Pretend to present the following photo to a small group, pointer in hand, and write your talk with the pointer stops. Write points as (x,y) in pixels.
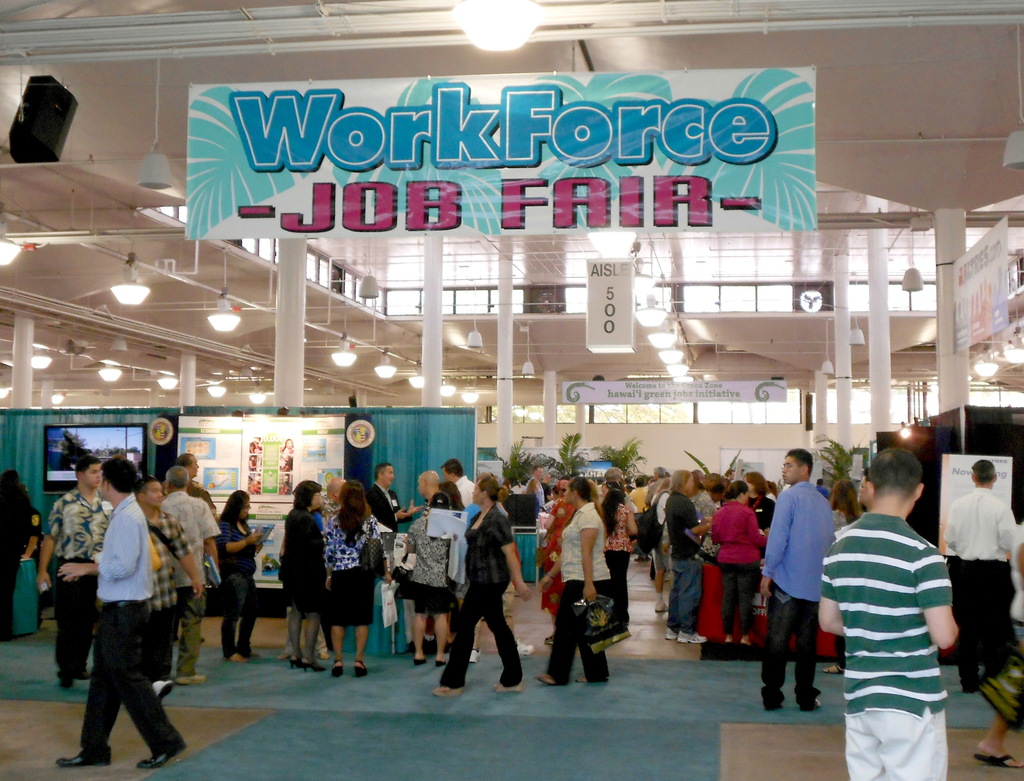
This picture might be taken inside a room (776,563). In this image, we can see few people (776,549) are standing and few people (468,631) are walking. In the background (270,517), we can see some curtains (401,479), plants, television (138,465), hoardings (285,429), pillars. On the top (931,41), we can see a roof (931,41) with few lights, at the bottom (641,750), we can see blue color mat (580,759).
